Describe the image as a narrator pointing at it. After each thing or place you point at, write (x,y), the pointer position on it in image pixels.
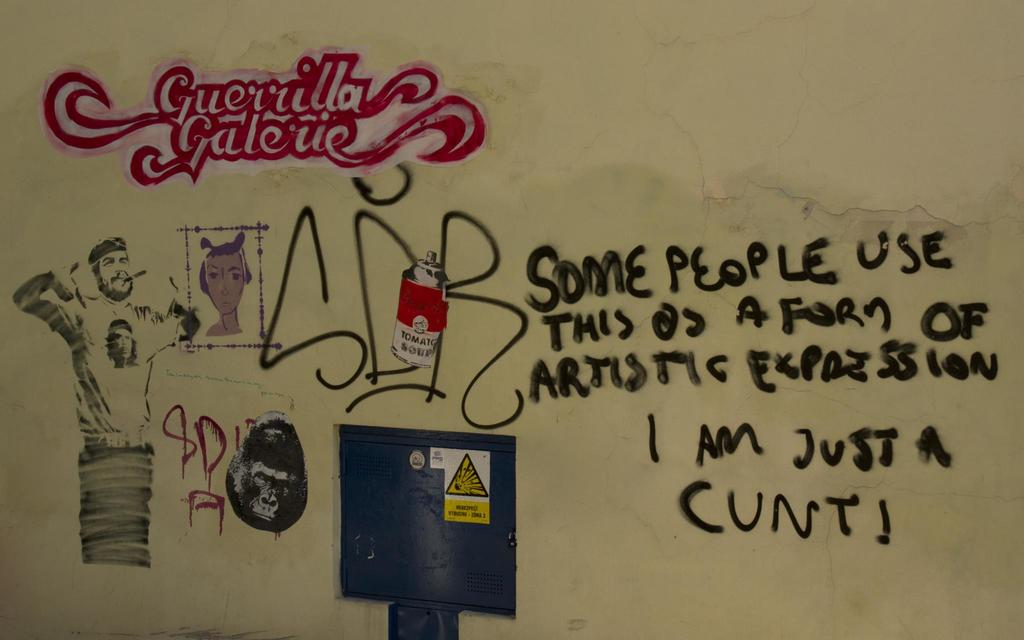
In this image we can see drawings (63,116) and texts (187,131) written on the wall (164,417). There are pictures (138,402) of a man (136,410) and an animal (256,498) on the wall (259,494) and we can see a locker door (422,482).
